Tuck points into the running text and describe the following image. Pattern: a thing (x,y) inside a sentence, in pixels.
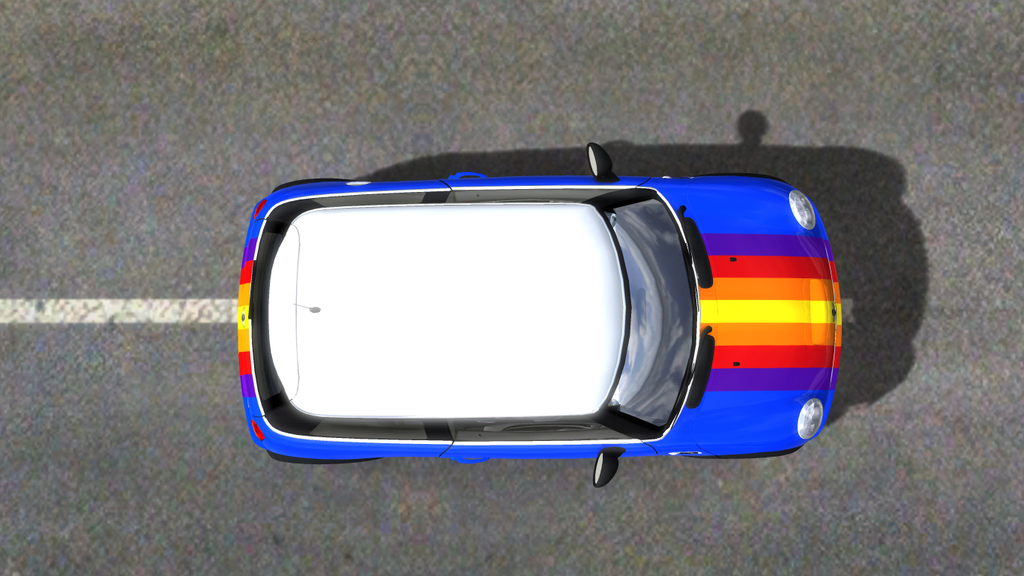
In this image there is a car (510,184) on a road (874,69).
